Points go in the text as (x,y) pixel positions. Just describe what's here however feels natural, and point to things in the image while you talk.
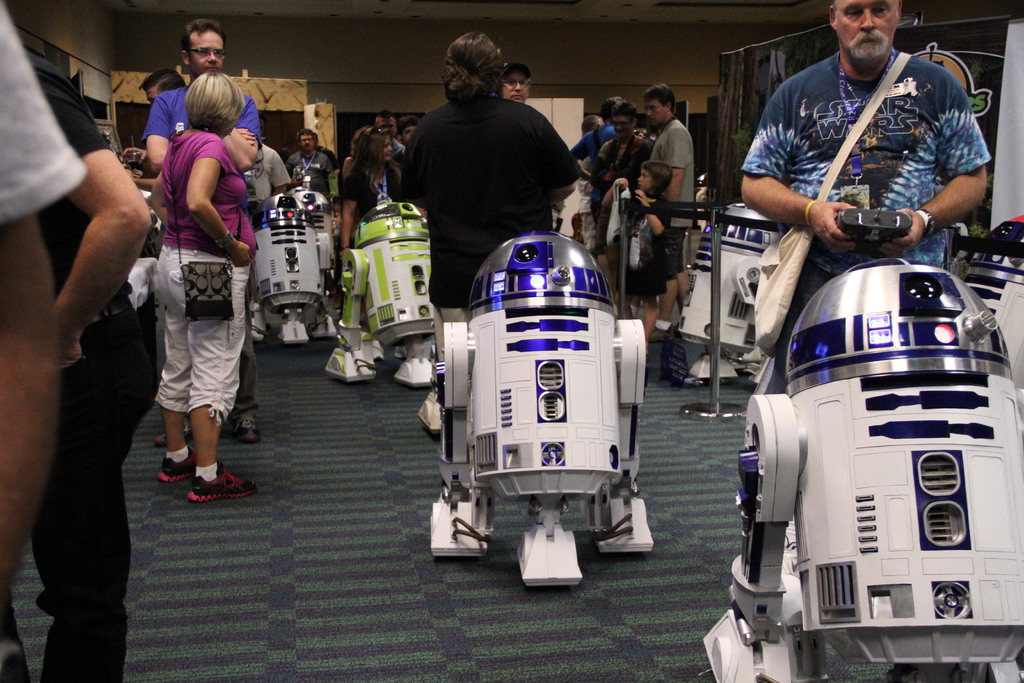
In this image, we can see the carpet (328,498) on the floor (300,467), there are some people (923,230) standing and we can see some robots (360,252), we can also see the wall (336,40).
